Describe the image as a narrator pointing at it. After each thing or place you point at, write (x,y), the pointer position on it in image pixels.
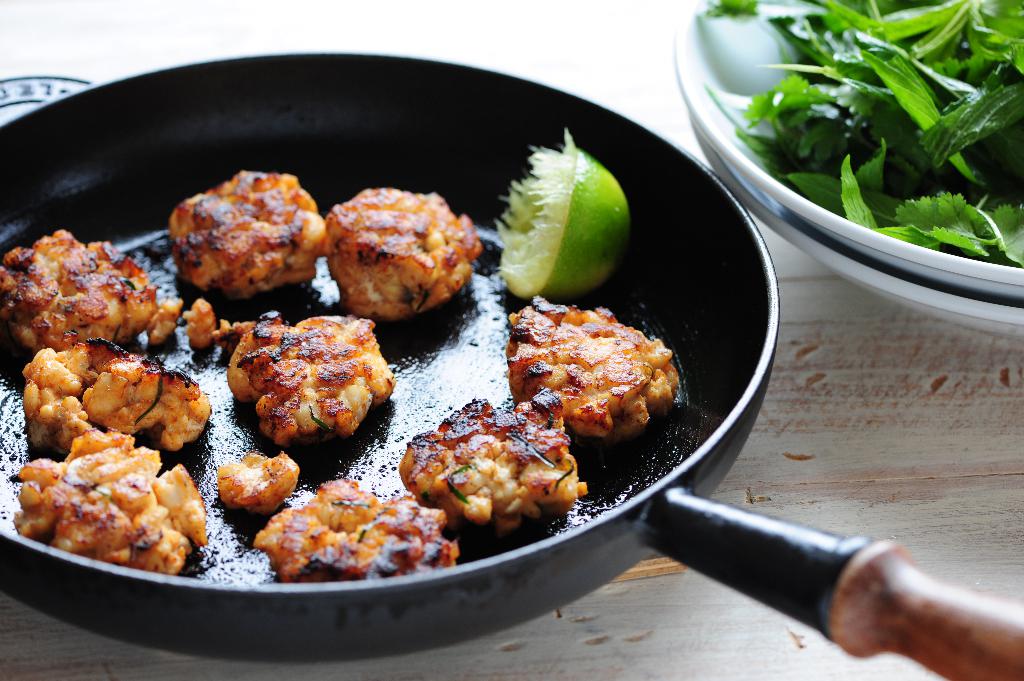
In the image there is a pan (221,392) with crispy food (170,427) and lime (592,238) and beside it there is another bowl (752,196) with herb leaves (974,240) in it, both are on the table (839,483).
